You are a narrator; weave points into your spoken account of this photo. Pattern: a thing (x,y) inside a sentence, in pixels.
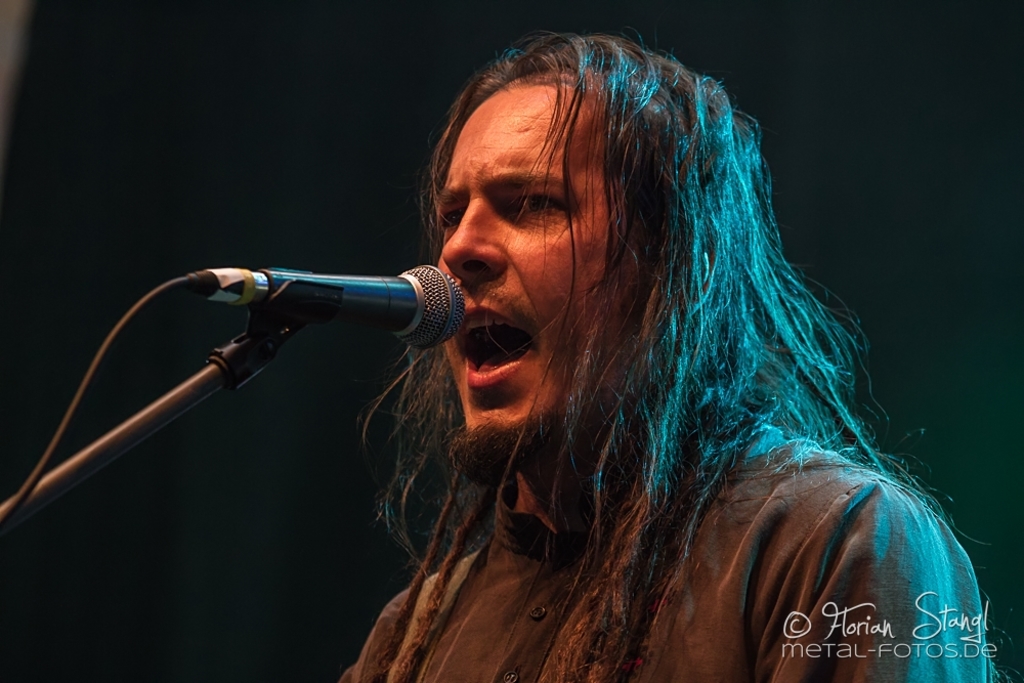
In this picture we can see a person (504,462) in front of a microphone (304,271). There is a watermark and some text (792,621) is visible in the bottom right (887,617).
